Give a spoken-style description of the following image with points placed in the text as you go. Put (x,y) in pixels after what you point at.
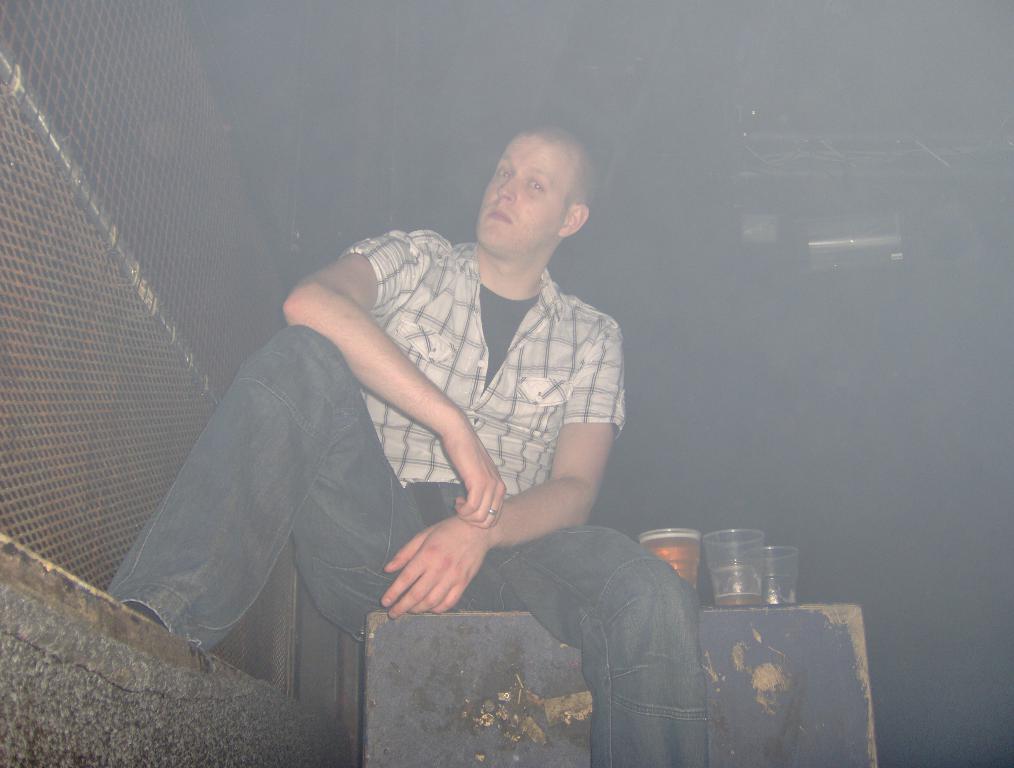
In this image we can see a person (465,609) sitting on the table (728,630), on the table (709,634), we can see some glasses (737,579) with liquids (736,603), on the left side of the image (86,469) it looks like the wall (72,460) and the background (728,264) is dark.
